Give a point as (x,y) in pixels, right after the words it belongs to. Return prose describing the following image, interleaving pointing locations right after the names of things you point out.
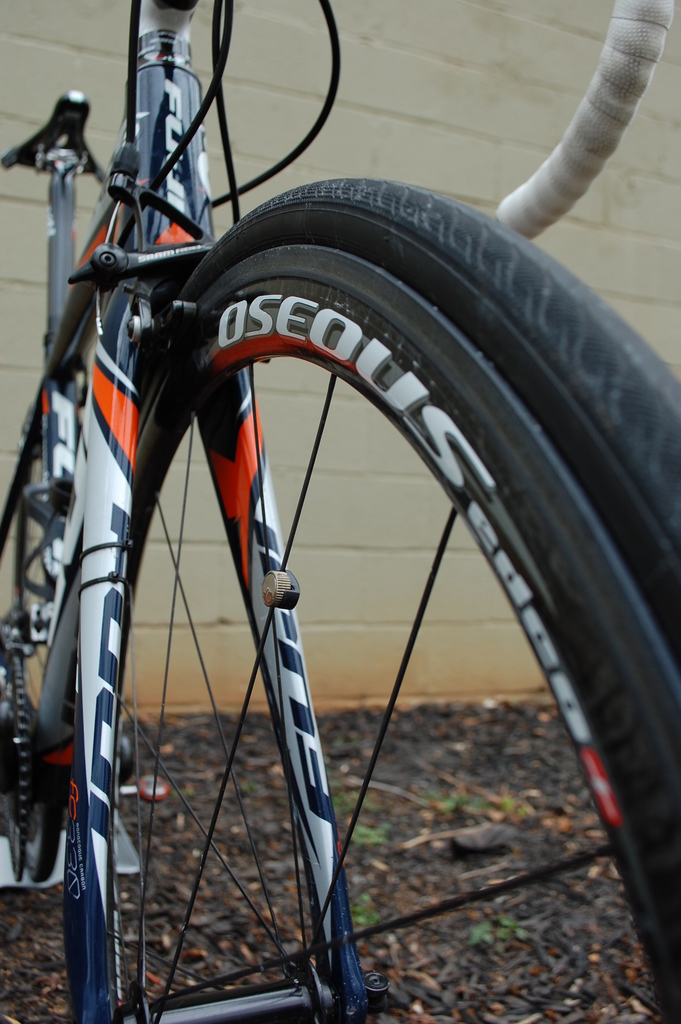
This image is a zoomed in picture of a bicycle (270,348). In the background of the image (390,119) there is wall (63,67).
